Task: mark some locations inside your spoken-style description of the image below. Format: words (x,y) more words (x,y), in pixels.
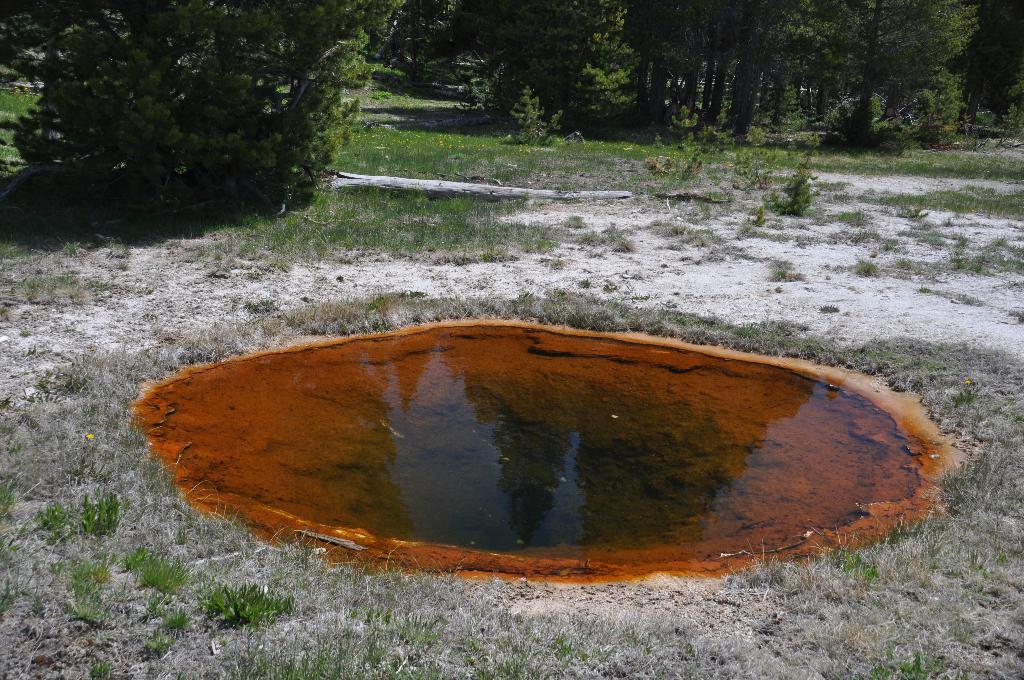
There is water (457,469) in a grassy land (545,234) as we can see at the bottom of this image (435,462), and there are some trees (752,122) at the top of this image (489,99).
